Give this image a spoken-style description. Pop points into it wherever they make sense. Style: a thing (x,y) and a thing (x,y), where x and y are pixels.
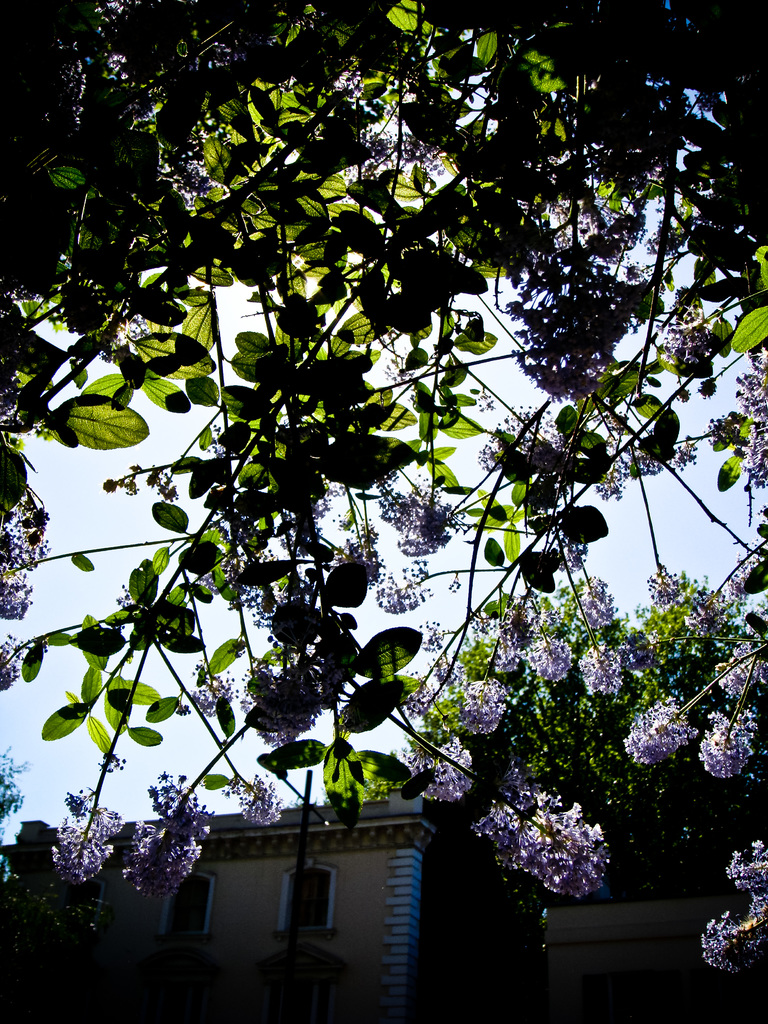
In this picture I can see a building (383,924), flowers (523,632) and trees (533,678). In the background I can see the sky (9,819).
